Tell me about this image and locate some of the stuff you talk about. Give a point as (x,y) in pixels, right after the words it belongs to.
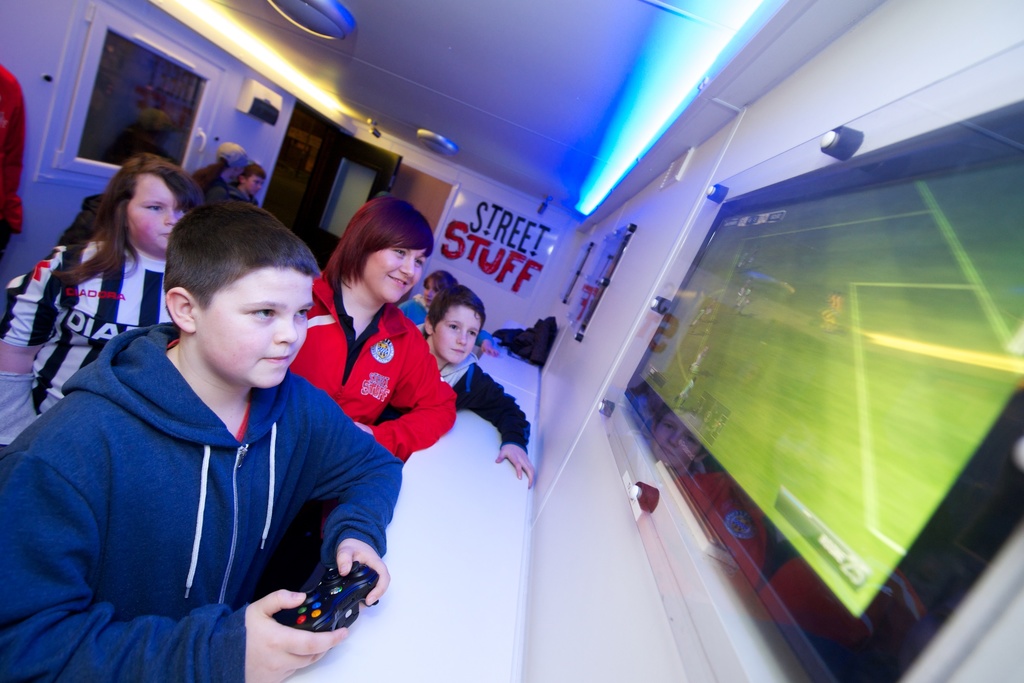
In the image there are group of kids (289,433) and one among the children (241,510) is playing a video game, there is a screen (843,241) in front of them and in the background (326,211) there is a door (337,165) and beside the door (365,189) there is a white color wall (244,140).
